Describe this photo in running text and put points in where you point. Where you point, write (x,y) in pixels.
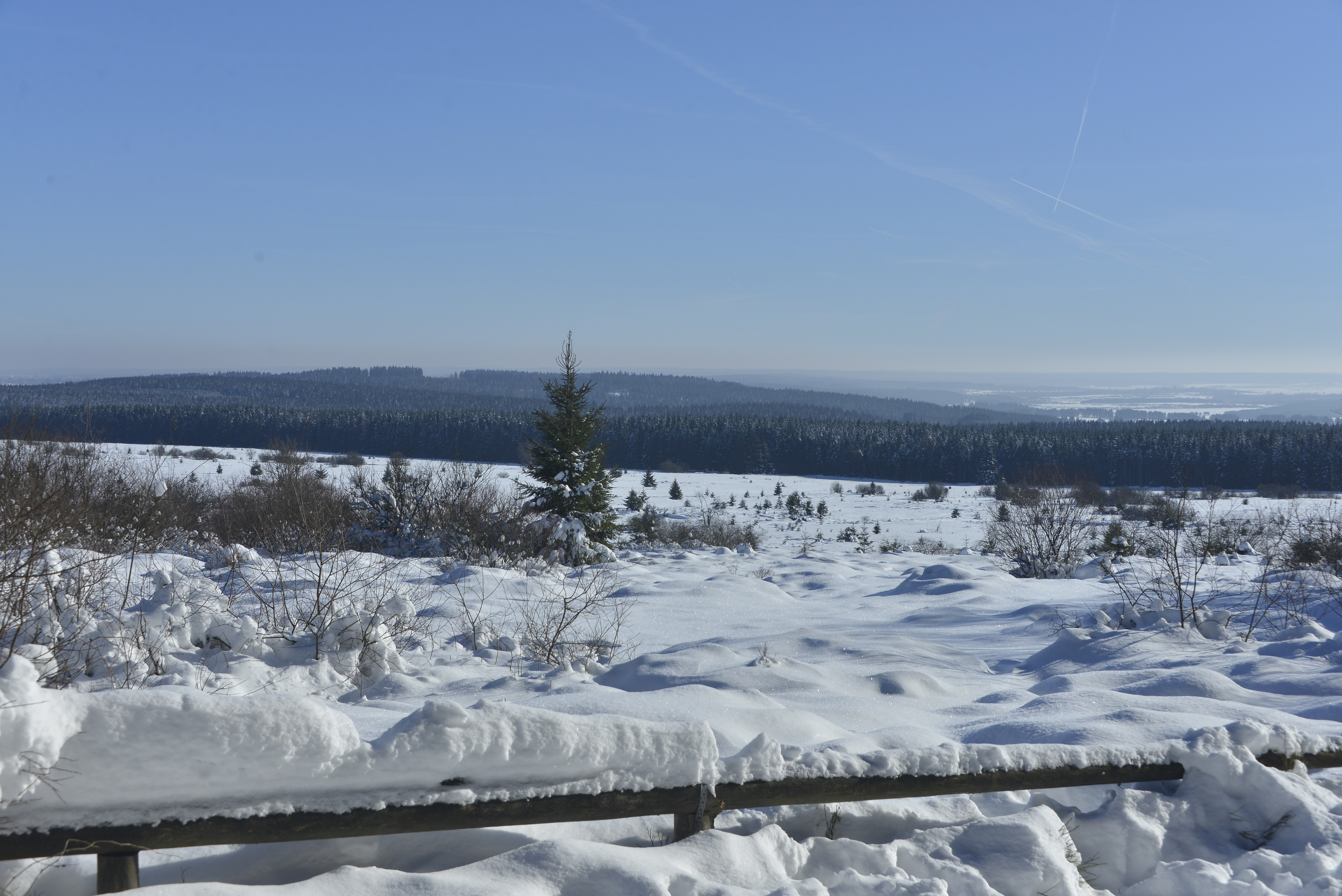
This picture is clicked outside. In the foreground (85,578) we can see the ground (774,571) is covered with the snow (587,665) and we can see the wooden fence (575,817), trees (591,532), plants (1316,564). In the background (571,159) we can see the sky (354,335) and the trees (786,421) and some other objects (1176,399).
